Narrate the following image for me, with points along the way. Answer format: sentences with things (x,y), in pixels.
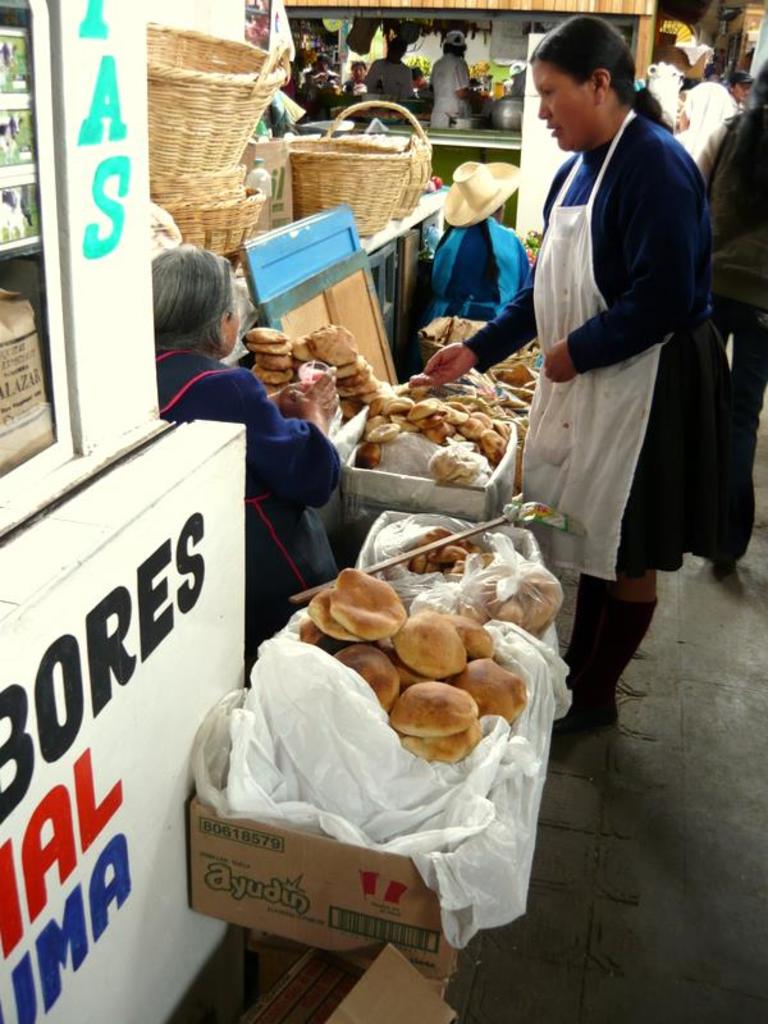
In this image we can see many people (477,232). One lady (586,327) is wearing an apron (554,334). Another person (470,222) is wearing a hat (480,176). There are buns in the boxes (413,487). Also there are few other baskets (197,204). And there is a board (135,652) with something written. In the background (425,66) there are many other items (413,60).
